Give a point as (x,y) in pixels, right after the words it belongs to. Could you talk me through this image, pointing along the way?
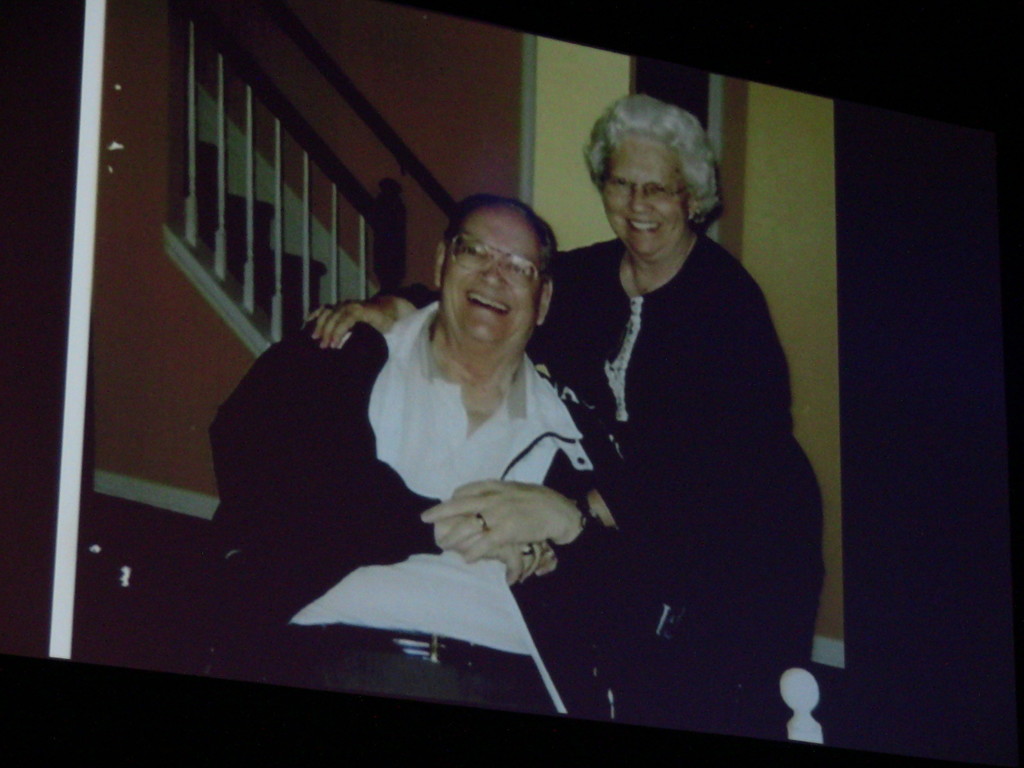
In this picture I can see an image (423,119) in front (249,356), where I can see a man (340,352) and a woman (701,173) smiling and behind them I can see the steps (255,207) and the wall (437,141).
